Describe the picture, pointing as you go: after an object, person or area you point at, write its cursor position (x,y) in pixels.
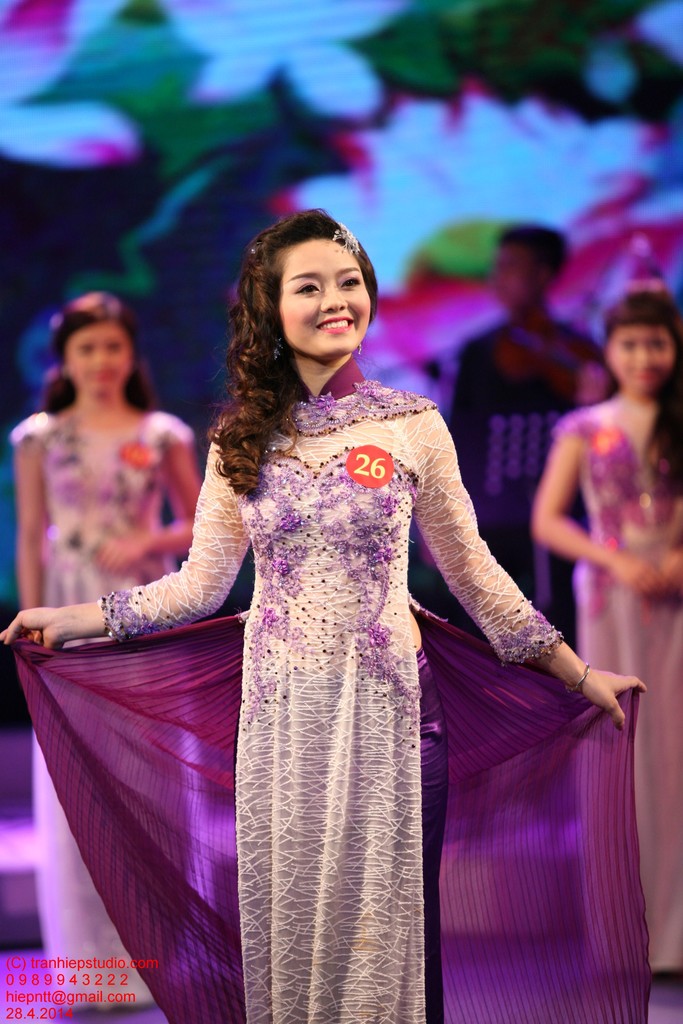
In this image we can see a woman (444,839) with cream and purple color dress (319,664) and a badge (385,472) attached to her dress (211,510) with some blurry background (205,194).
